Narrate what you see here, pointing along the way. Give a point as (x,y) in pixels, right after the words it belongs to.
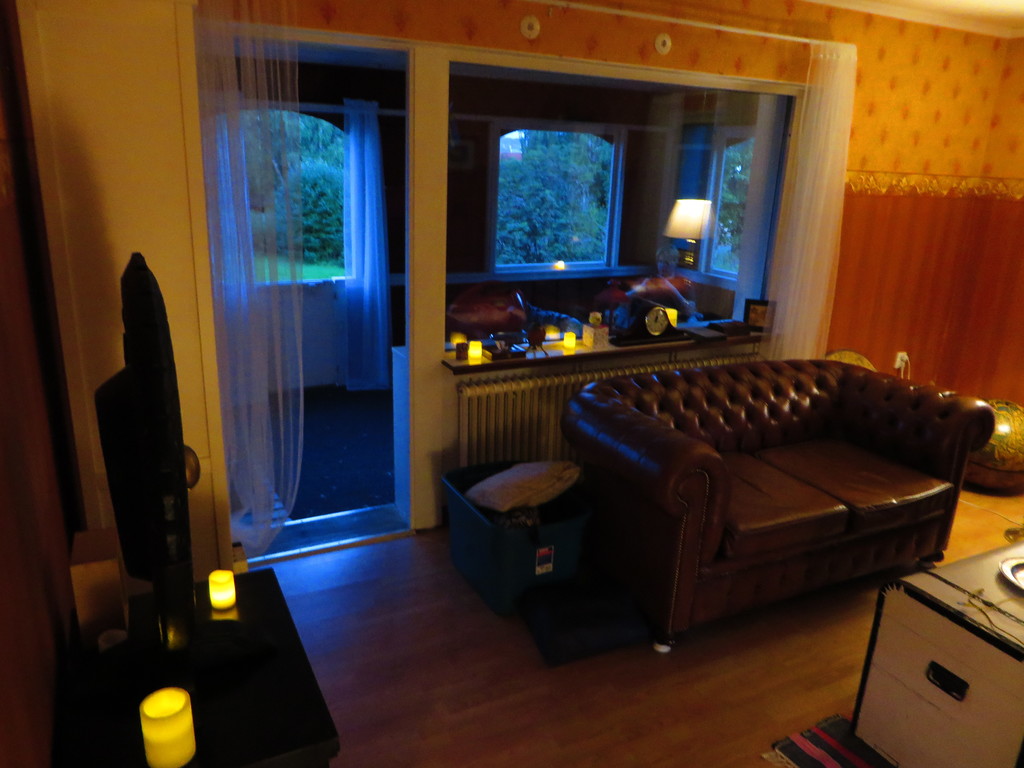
This image is clicked inside the room (420,576). On the right (987,657), there is a table (974,654). Beside that there is a sofa (739,515) in brown color. On the left (191,744), there are candle stands (167,720) kept on the desk (262,664). At the bottom (615,725), there is a floor (654,746). In the front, there is a door (352,343) along with windows (522,232).
